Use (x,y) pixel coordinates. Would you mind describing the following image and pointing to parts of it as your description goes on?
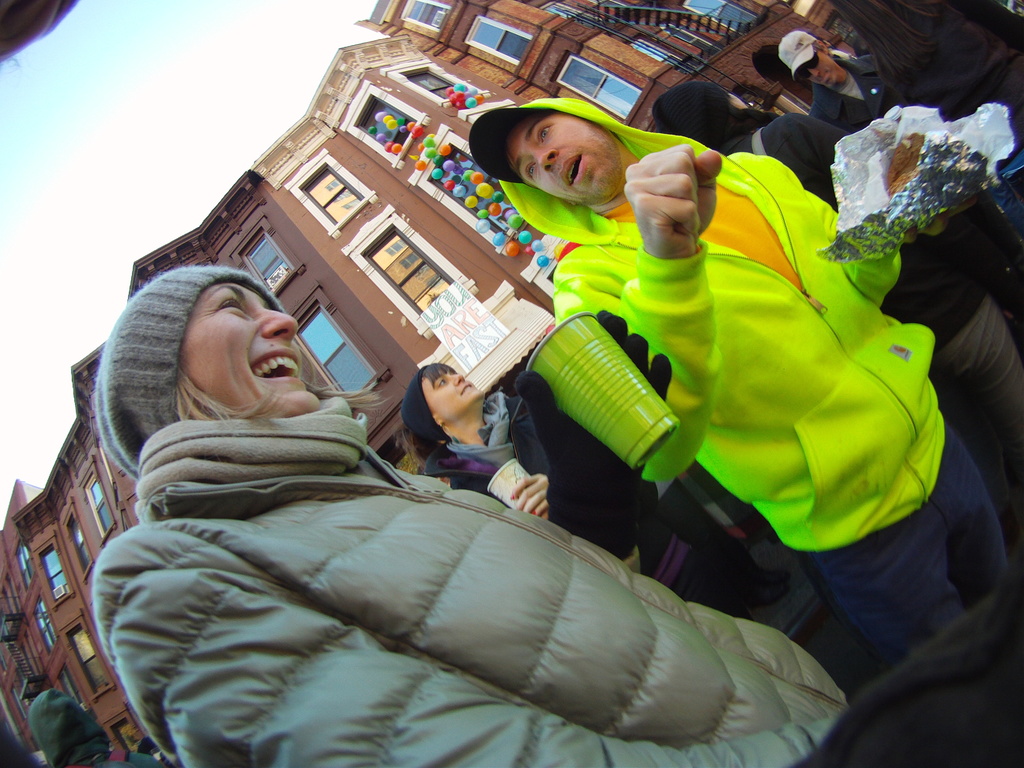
In this image there are people (688,257) standing and holding cups (588,421), papers (855,226), in their hand (542,381), in the background (179,244) there is a building (425,5) and a sky (202,91).
